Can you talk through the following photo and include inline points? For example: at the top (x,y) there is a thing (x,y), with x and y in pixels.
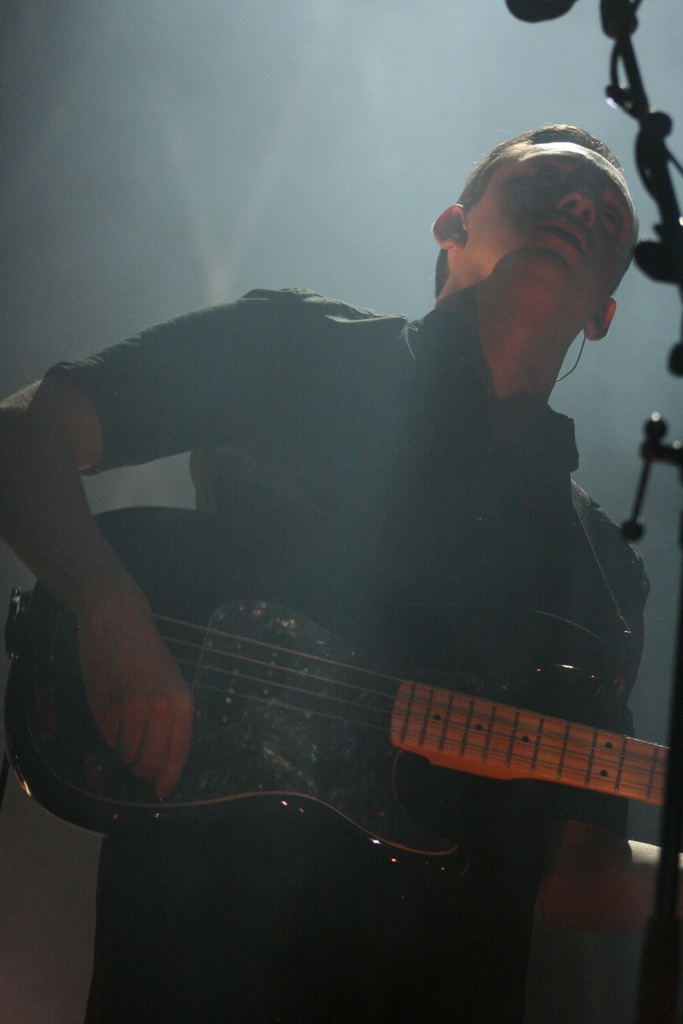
In this picture there is a boy (249,913) who is standing at the center of the image (229,624) by holding the guitar (268,660) in his hand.
